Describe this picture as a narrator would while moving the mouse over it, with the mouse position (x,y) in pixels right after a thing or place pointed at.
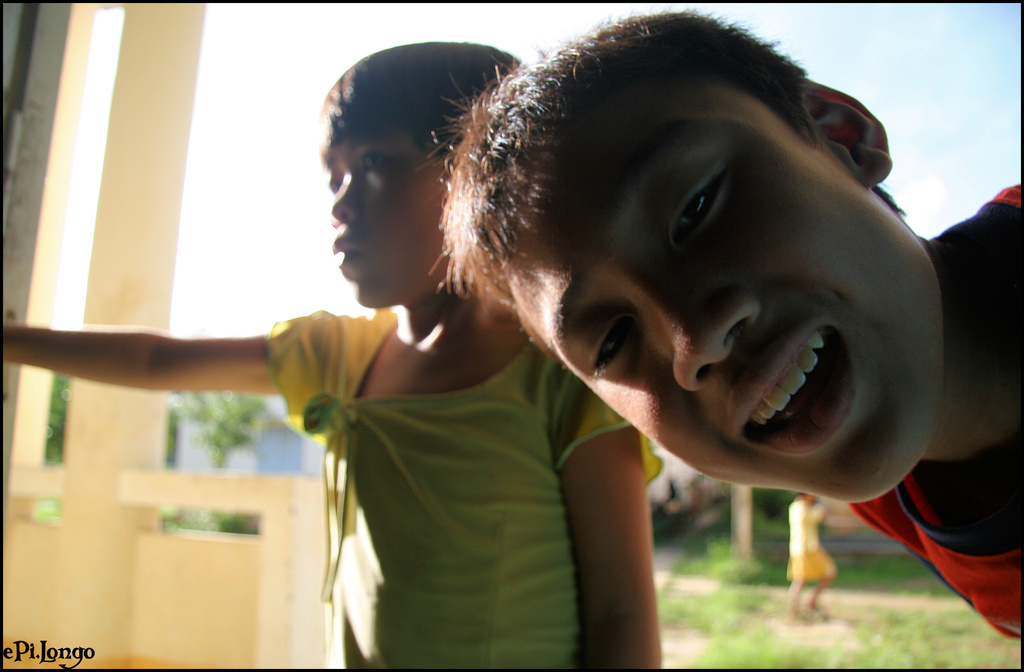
In this image in the foreground (738,227) there is one boy (748,267) and one girl (388,290) standing, and in the background (102,257) there are pillars (62,205), wall (243,472), buildings (829,529), trees (693,532), grass (866,583) and one girl (811,560) is standing. And at the top (328,37) there is sky (290,108).
